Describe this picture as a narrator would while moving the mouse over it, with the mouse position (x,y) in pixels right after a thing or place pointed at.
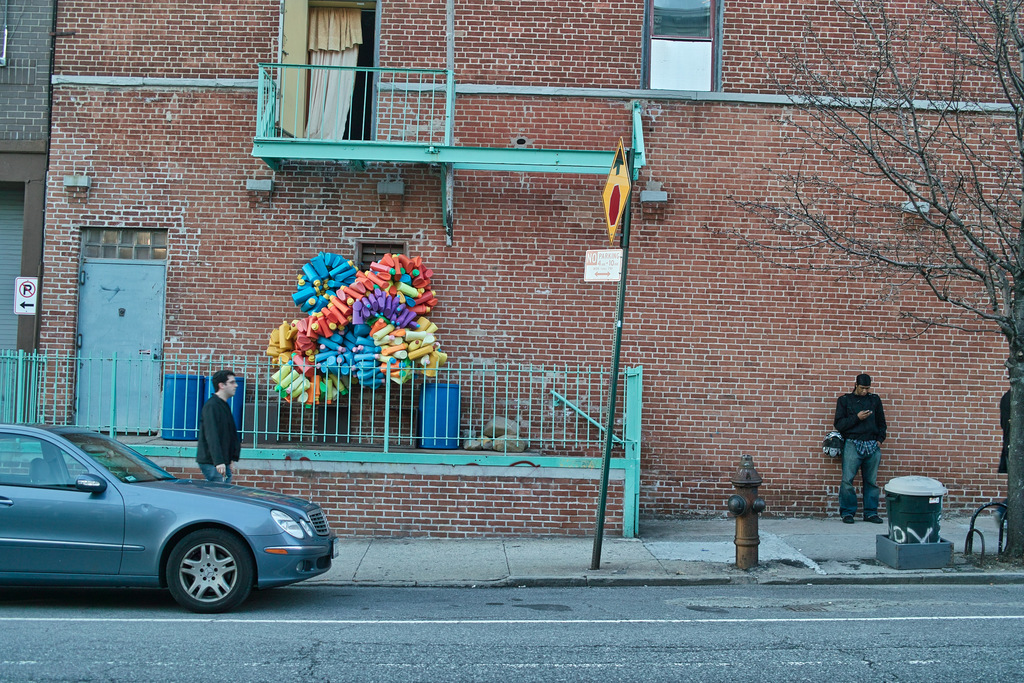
In this image I can see buildings (243,261), signboards (617,268), pole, curtain (335,95), doors (299,11), railings (277,139), people (221,448), hydrant (744,528), bin (900,502), tree (1022,410), vehicle (250,537) and objects (182,412).
